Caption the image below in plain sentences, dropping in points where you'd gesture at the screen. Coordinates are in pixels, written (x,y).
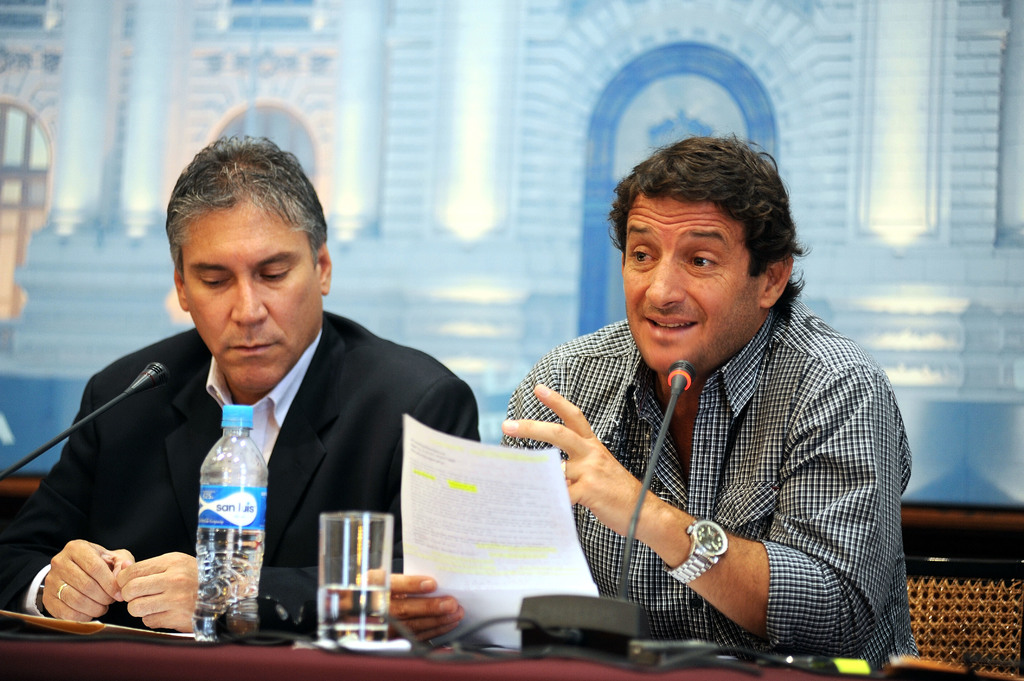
In the image there are two men (755,283) sitting in front of a table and the first person (757,547) is talking something. On the table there is a bottle (248,523), glass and other items (585,633). Behind the men (686,592) there is a frame (464,177).
